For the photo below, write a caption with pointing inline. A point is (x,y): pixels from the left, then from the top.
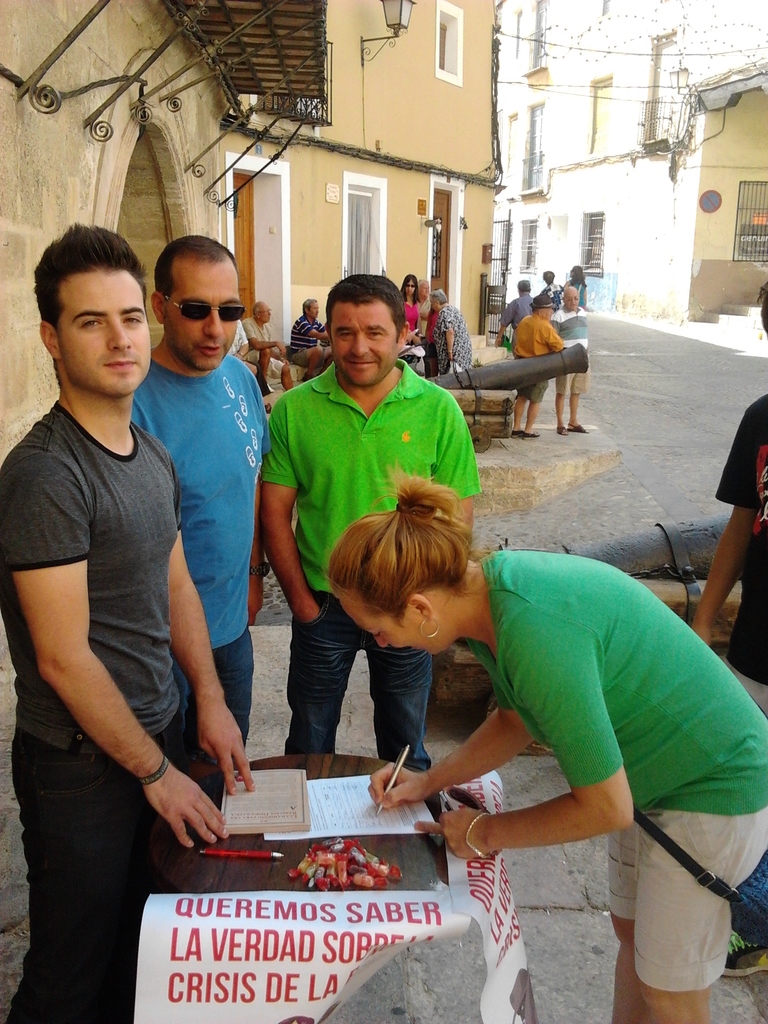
In this picture we can see some people (190,619) standing besides the table (248,884). And a women (436,590) is bending and writing something on the paper (392,813) with pen (397,774). This is road (689,371). And we can see some people (574,333) are standing here. These are the buildings (551,143) and this is window (593,240). There is a door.
